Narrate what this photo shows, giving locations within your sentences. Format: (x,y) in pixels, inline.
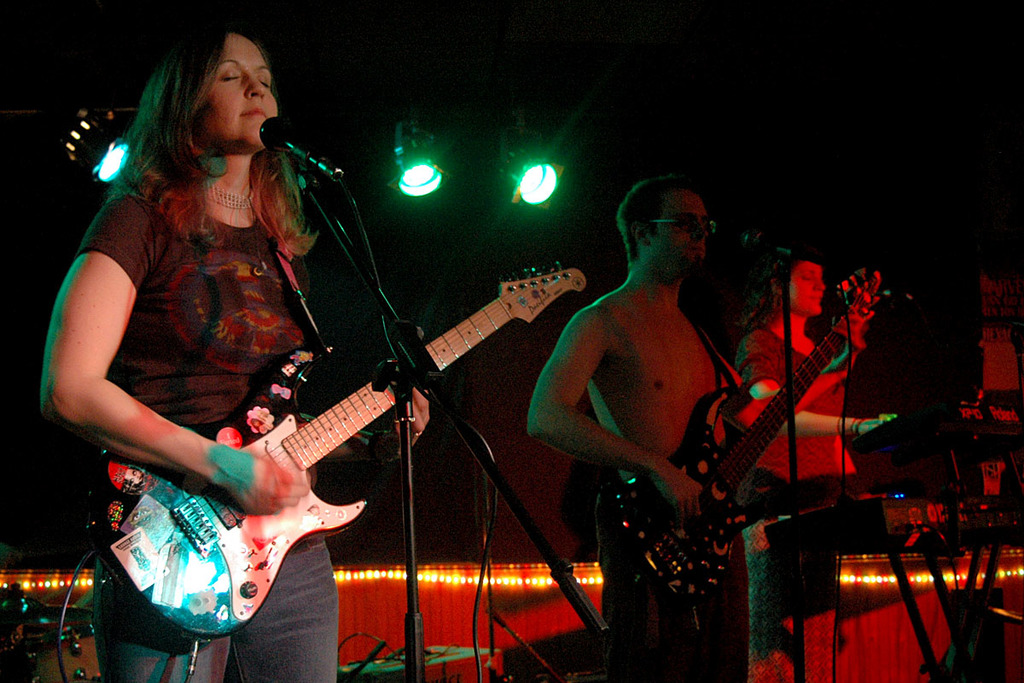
This picture seems to be of inside. On the right (812,304) there is a Woman (820,455) standing and playing some musical instruments (936,499) placed on the top of the table (971,622). In the center (648,304) there is a Man (681,279) standing and playing Guitar (677,546). On the left (193,135) there is a Woman (187,247) standing and playing Guitar (475,313) and there is a microphone (289,149) attached to the stand (596,629). In the background (443,46) we can see the curtain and there are focusing lights (525,183) and some decoration lights (468,573).
